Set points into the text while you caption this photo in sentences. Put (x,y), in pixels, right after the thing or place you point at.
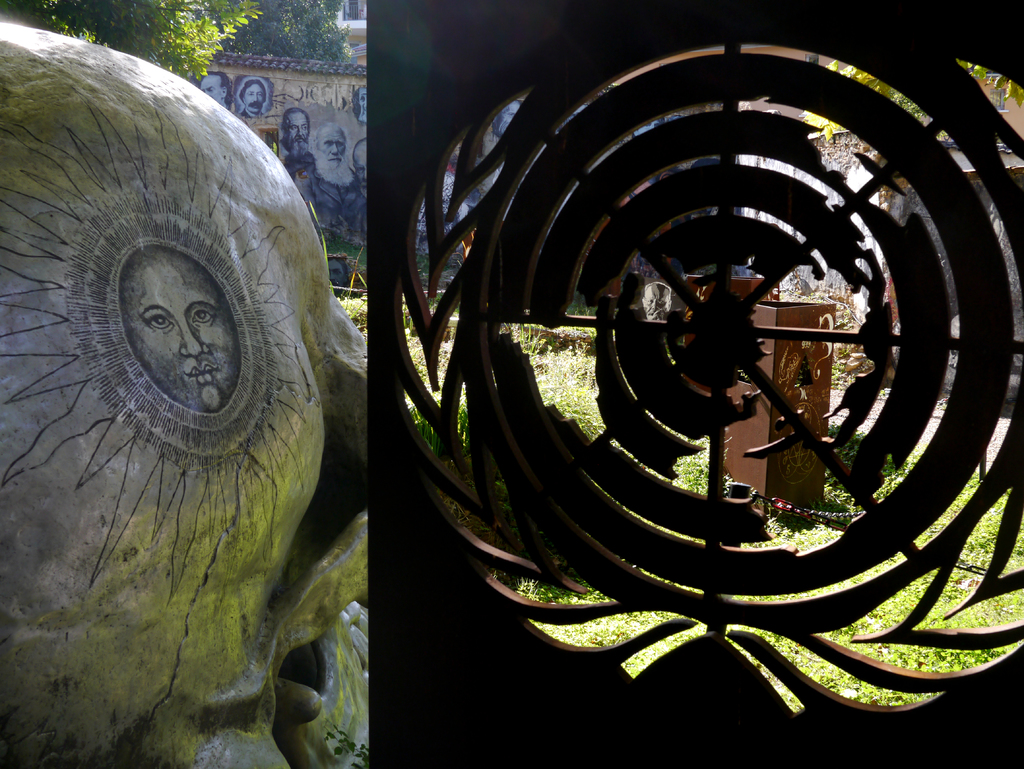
On the left side (241,398), I can see a sculpture (189,628). On the right side (901,626) there is a board (551,274). On the ground (916,656), I can see the grass (900,655). In the background (345,132) there is a wall (334,105) on which I can see few images (314,187) of persons (330,145) and also there are some trees (208,23). On the right side (774,362), I can see a metal box (807,412) which is placed on the ground (805,532).
